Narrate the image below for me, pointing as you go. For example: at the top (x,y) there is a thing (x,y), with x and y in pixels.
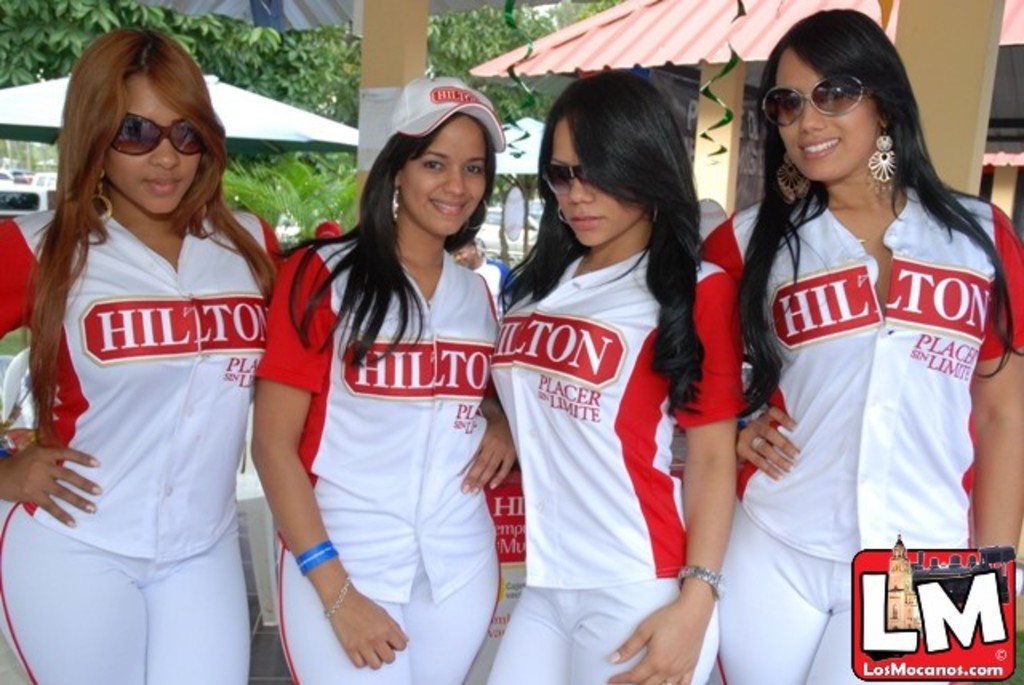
In this image there are four women (346,392) standing and one woman (394,176) is wearing a cap (486,104), and three of them are wearing goggles (189,131). And in the background (894,10) there are houses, trees (309,88) and pillars (416,64) and objects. And in the bottom right hand corner (929,618) there is a logo (925,628) and also we would see a chair (257,517) and board (510,526).
